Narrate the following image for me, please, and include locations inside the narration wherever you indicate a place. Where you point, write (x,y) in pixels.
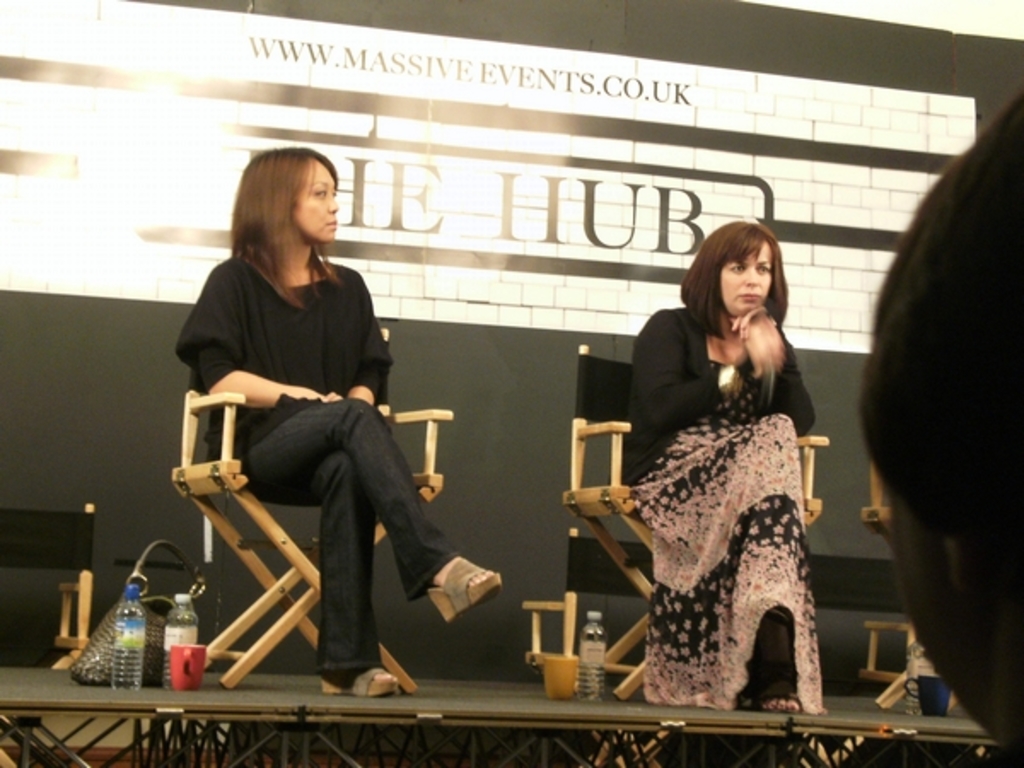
In this picture there are two women (694,503) sitting in a wooden chairs (581,439) and there are few bottles (588,641) and a cup (573,675) beside them and there is something written in the background (618,84) and there is another person (994,379) in the right corner (1003,502).
